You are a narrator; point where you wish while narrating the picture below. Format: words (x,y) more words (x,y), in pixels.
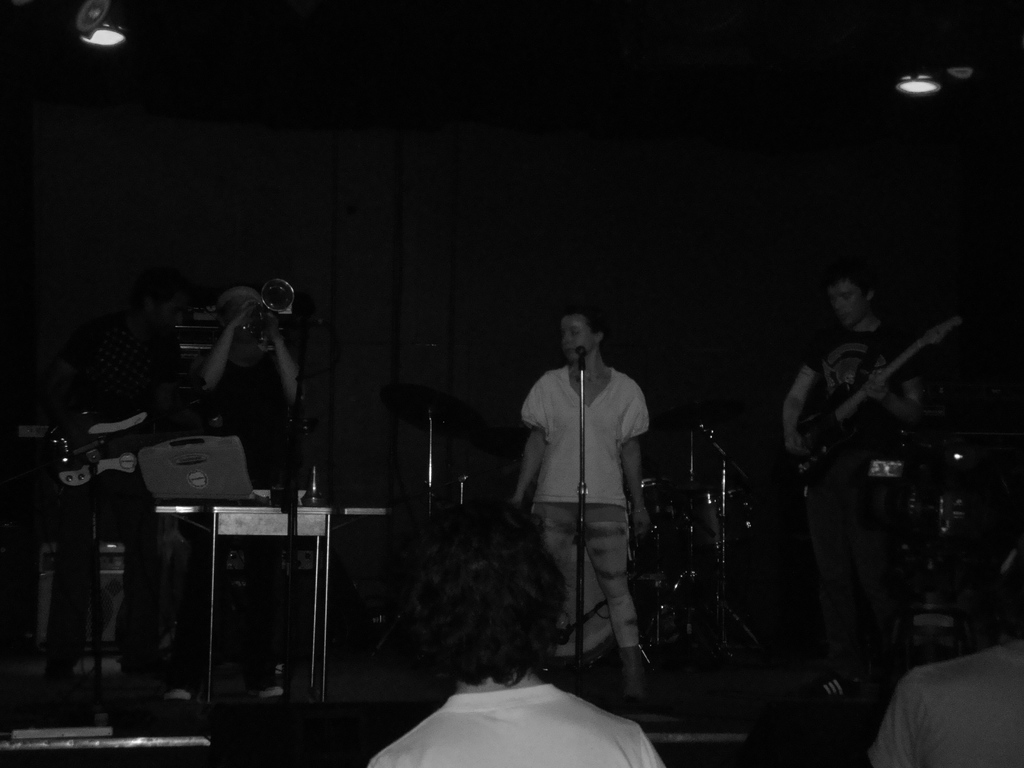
In the picture I can see few persons (868,369) playing musical instruments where one among them is standing in front of a mic (584,356) and there are few audience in front of them.
